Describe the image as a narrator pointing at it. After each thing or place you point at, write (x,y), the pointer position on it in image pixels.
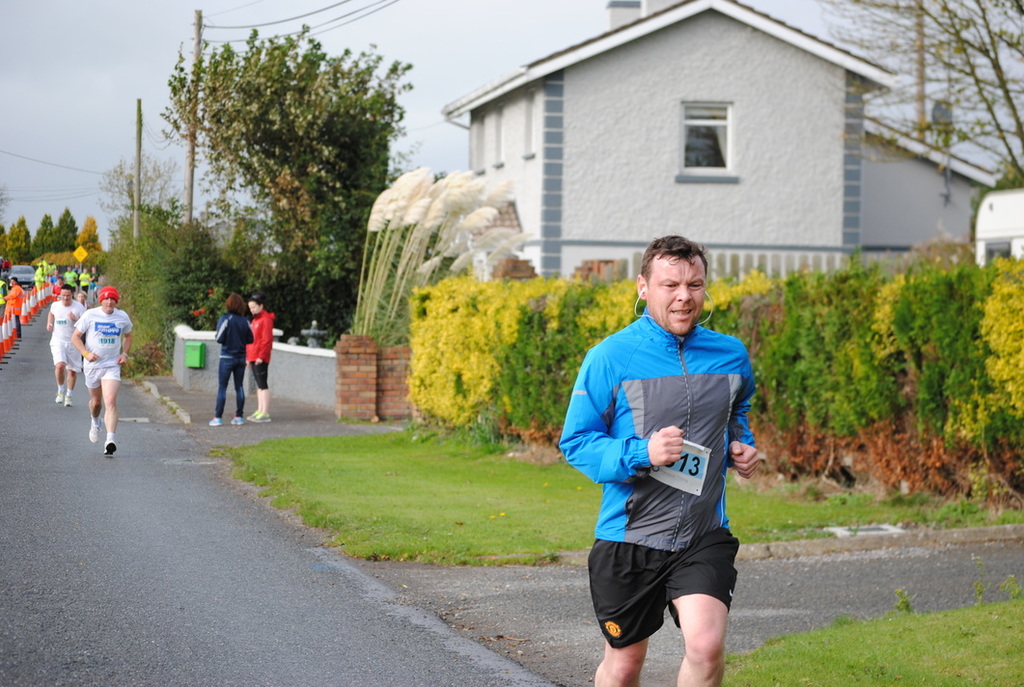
As we can see in the image there is grass (319,526), plants (437,286), trees (382,98), few people (121,370) here and there, traffic cones (14,325), house (548,253) and sky (492,30).
